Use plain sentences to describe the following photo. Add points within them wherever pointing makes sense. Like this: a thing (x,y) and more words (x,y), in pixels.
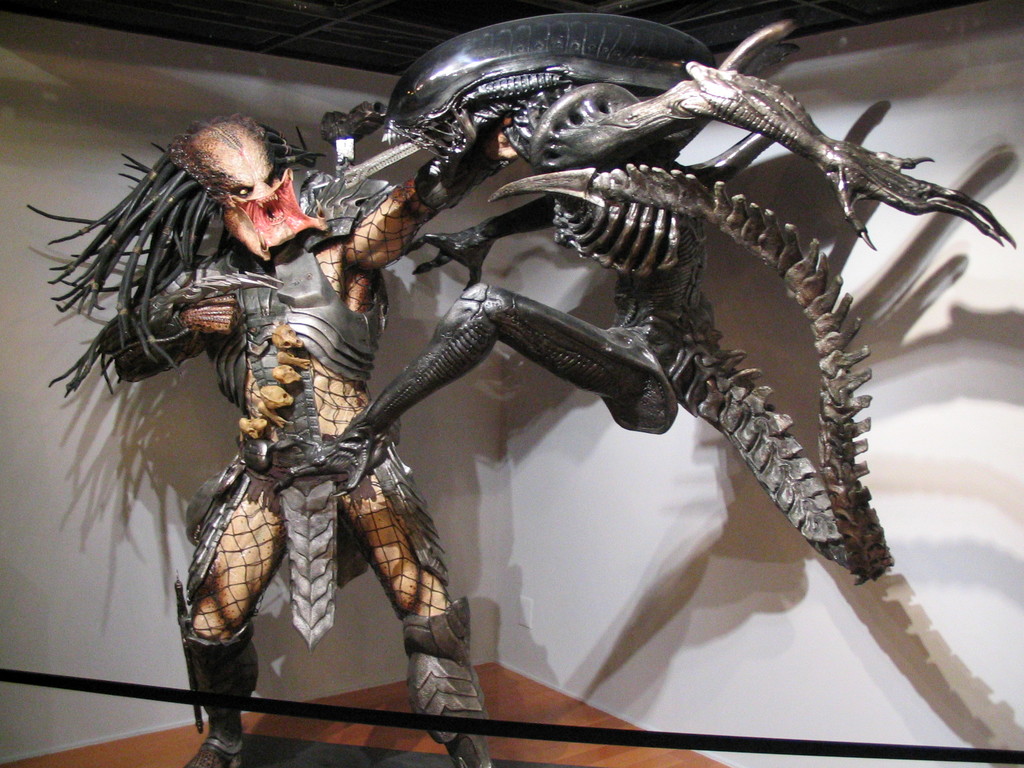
In this picture we can see a statue (419,613) and in the background (388,606) we can see the wall (656,514).
